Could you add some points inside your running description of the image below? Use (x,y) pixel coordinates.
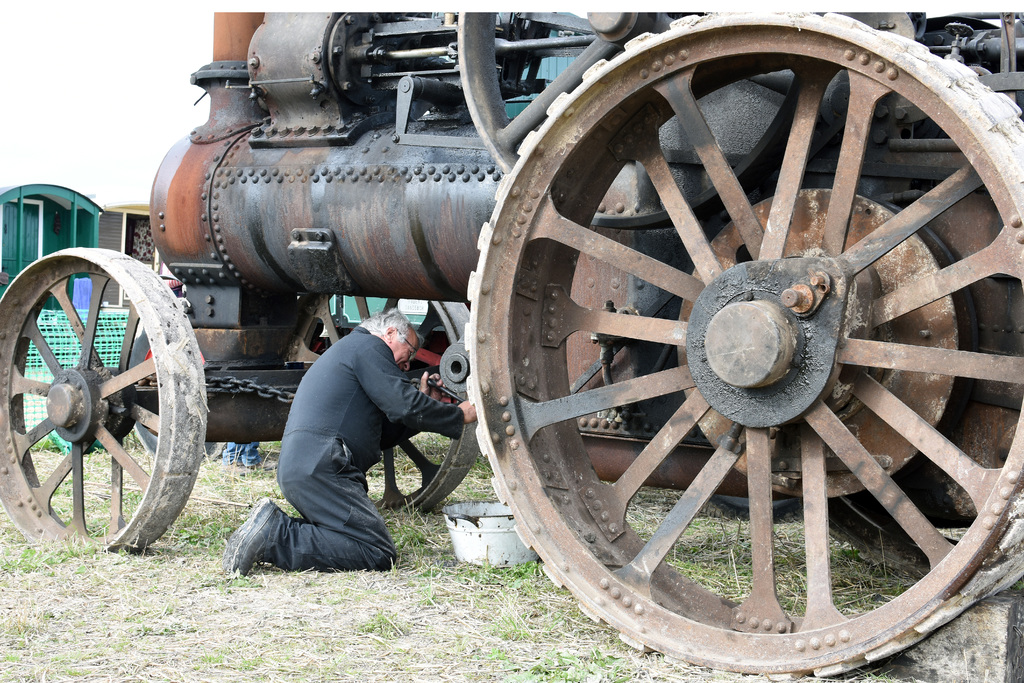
In this image, we can see a person (286,515). We can see the ground (290,607) with grass (209,594) and some objects (915,668). We can also see some sheds (134,241) and the engine (458,463). We can also see the sky (88,164).
